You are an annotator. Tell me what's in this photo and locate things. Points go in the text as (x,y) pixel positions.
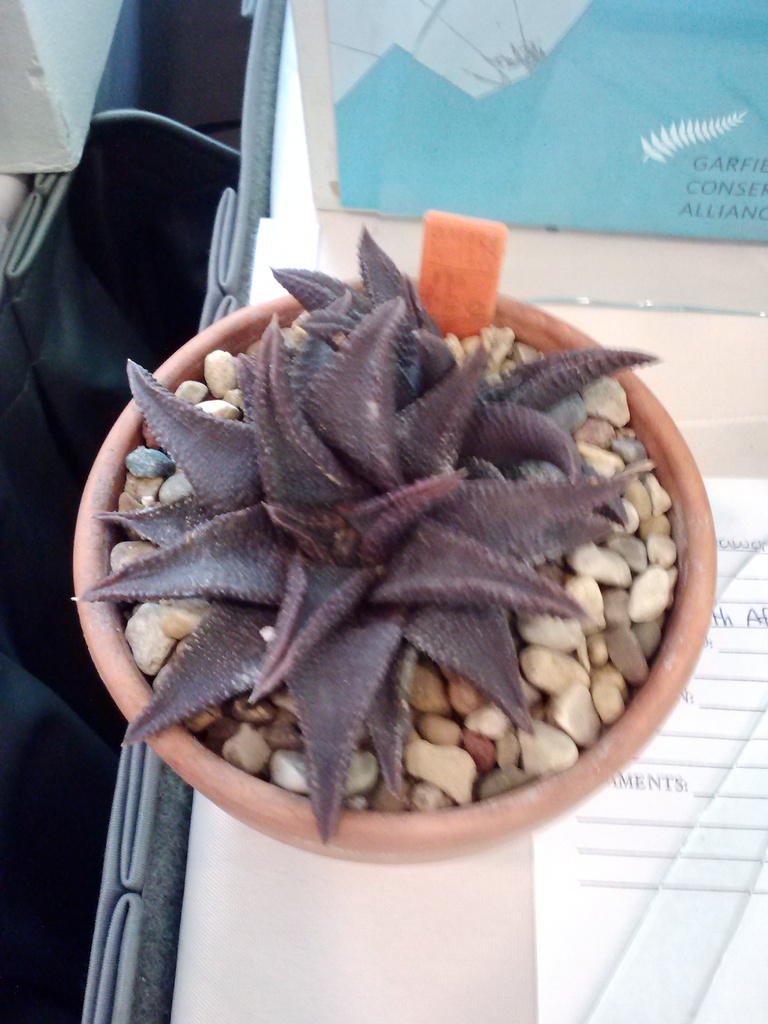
In the picture we can see a house plant (363,722) in a pot (704,626) with stones (643,607) in it and it is placed on the table (392,874).
